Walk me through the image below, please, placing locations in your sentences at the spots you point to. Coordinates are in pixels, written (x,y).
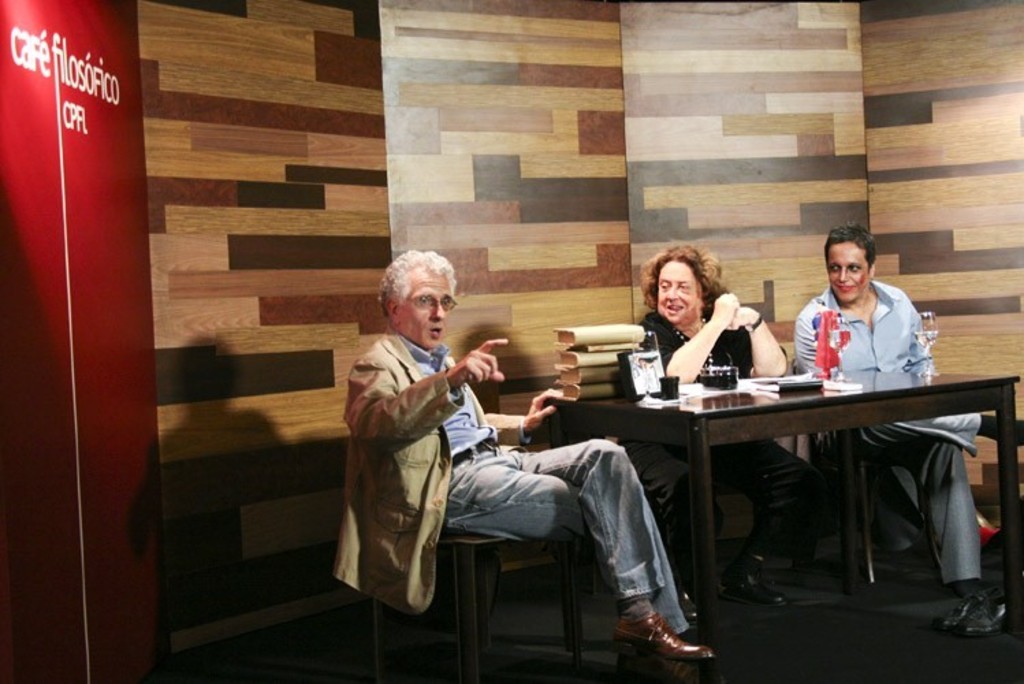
There are three persons (831,302) in the image. One, two, three. The person one (431,286) is talking another two persons (726,325) are listening and looking at him. The first person (392,466) is wearing a jacket (395,452), a blue shirt (453,428). He is wearing a pair of shoes (658,628). In the middle (664,437) there is table (887,396). On the table (698,445) there are books (588,386) and other stuffs (825,381). There is wine glass (924,350) over here. The wall (537,74) is color blocked. There is a red banner (60,96) in the left hand side (68,250). The first person (388,574) is having white hair (392,294), the middle person (706,333) is having blonde hair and the third person (846,317) is having black hair (849,232). The middle person (669,333) is wearing a black t shirt (662,328) with a black pant (653,470).
